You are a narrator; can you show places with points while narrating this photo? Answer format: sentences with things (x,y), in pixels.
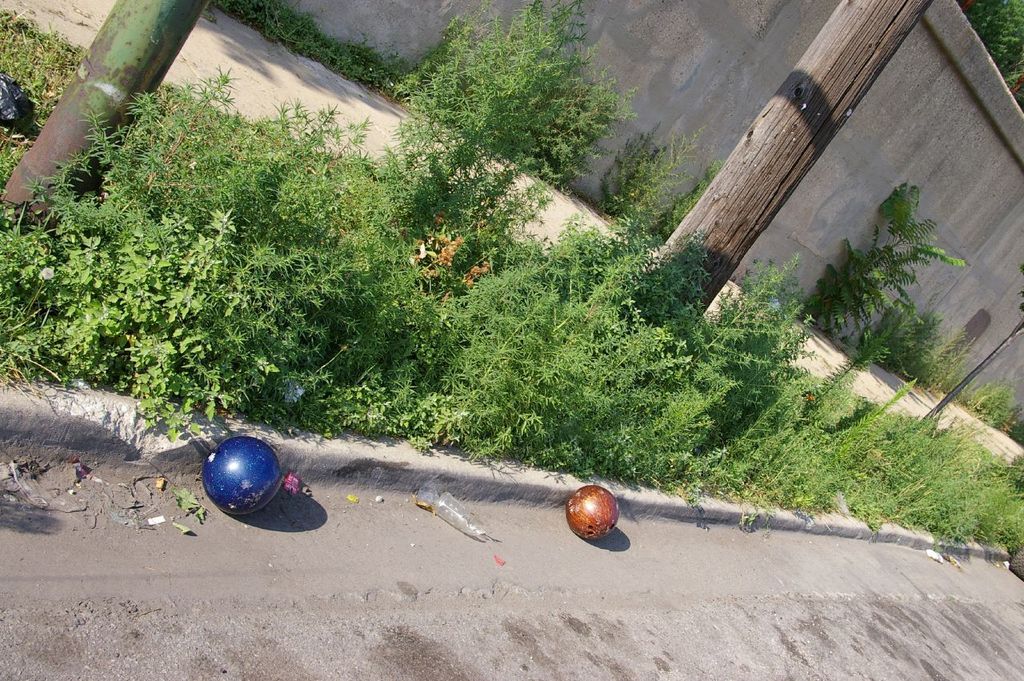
In this picture, we can see some plants (719,400), trees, wall (935,61), pole (846,29), road (337,519) and some objects (467,529) on it.
